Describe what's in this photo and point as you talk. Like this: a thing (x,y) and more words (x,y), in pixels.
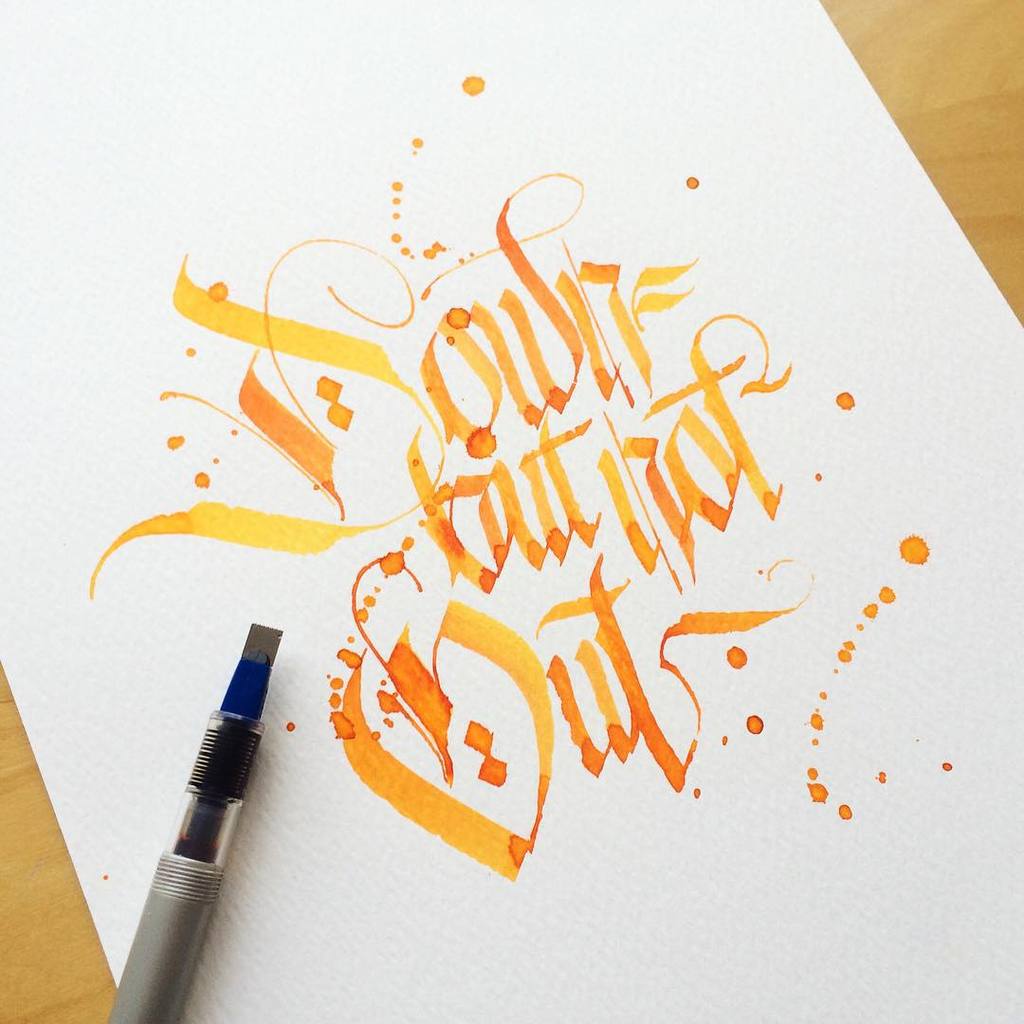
In this picture we can see a paper (821,538), there is some text (518,645) on the paper (548,581), we can see a pen (217,817) at the left bottom (226,827), there is wooden surface (69,895) at the bottom (28,934).
